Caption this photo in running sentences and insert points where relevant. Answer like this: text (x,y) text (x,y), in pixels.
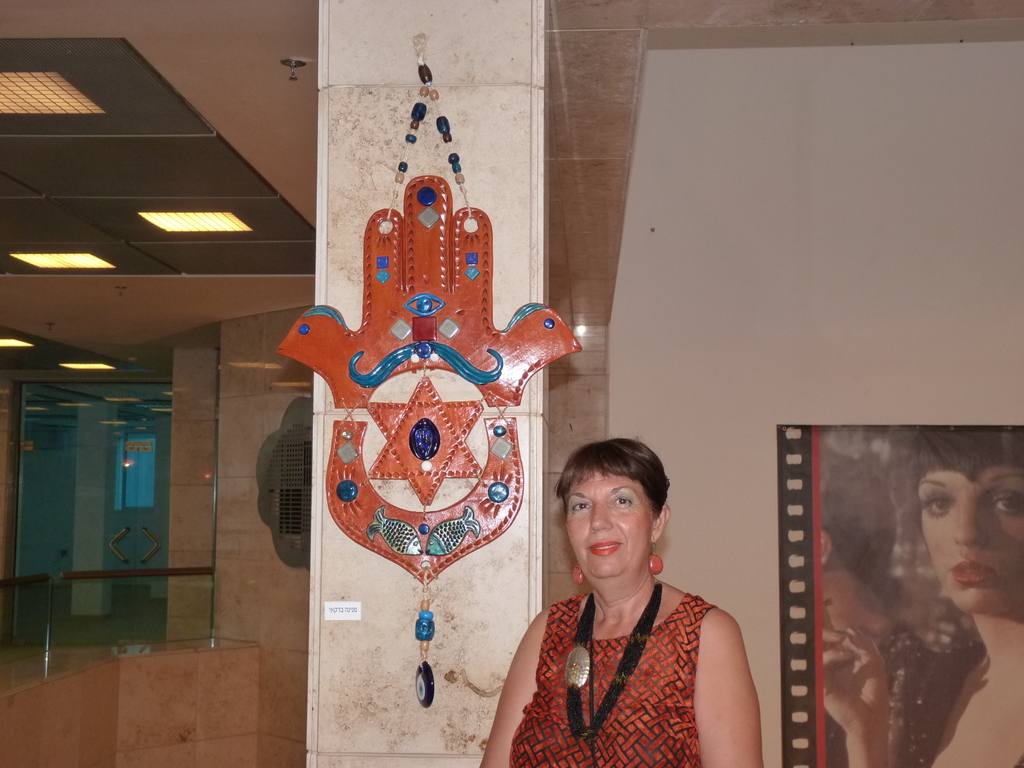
There is a woman (655,568) posing to a camera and she is smiling. Here we can see a pillar (496,280), poster (880,718), lights (39,105), glass (31,641), wall (79,670), and an object (344,519). This is ceiling (61,141).
